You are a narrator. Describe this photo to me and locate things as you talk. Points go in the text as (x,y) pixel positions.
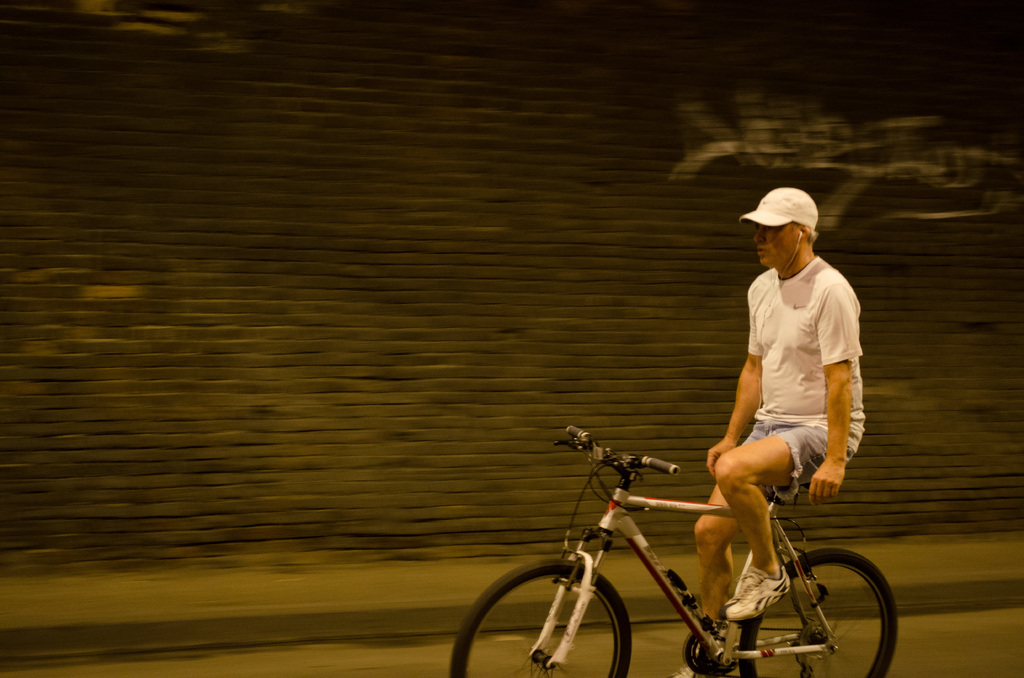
This is the picture of a man (783,329) in white t shirt (786,357) was riding a bicycle (629,537) on the road (349,655). Behind the man (791,380) there is a wall (314,299).
